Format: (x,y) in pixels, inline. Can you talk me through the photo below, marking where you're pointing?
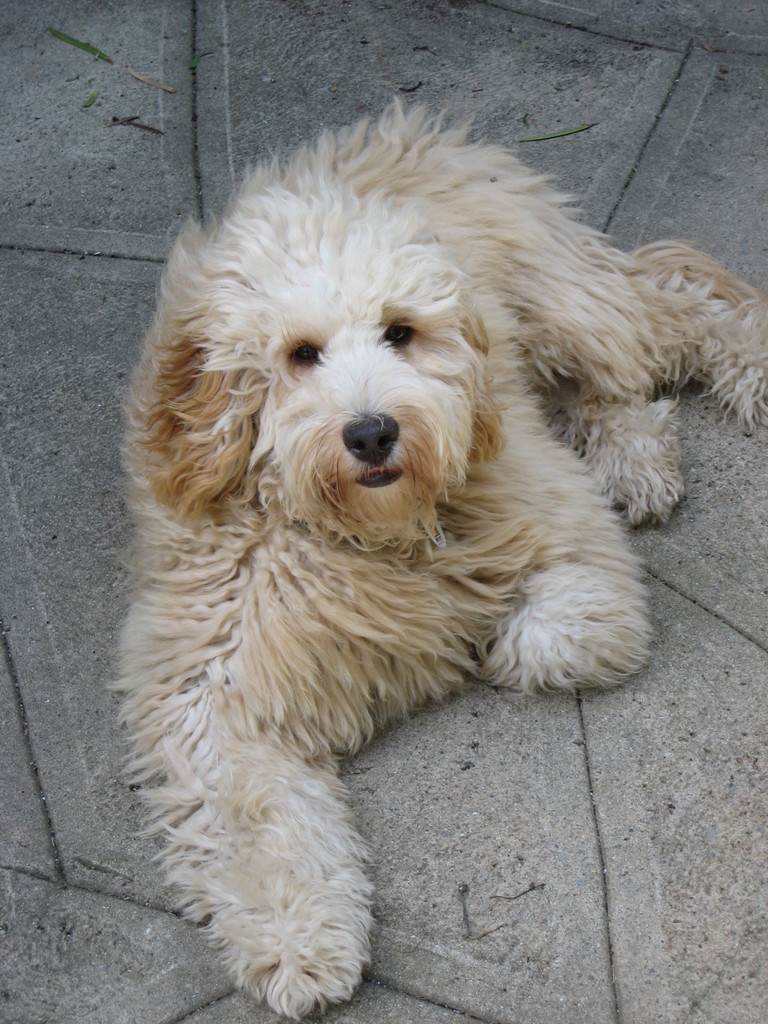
In the picture we can see white and brown color dog (383,464) which is resting on ground (352,787).
